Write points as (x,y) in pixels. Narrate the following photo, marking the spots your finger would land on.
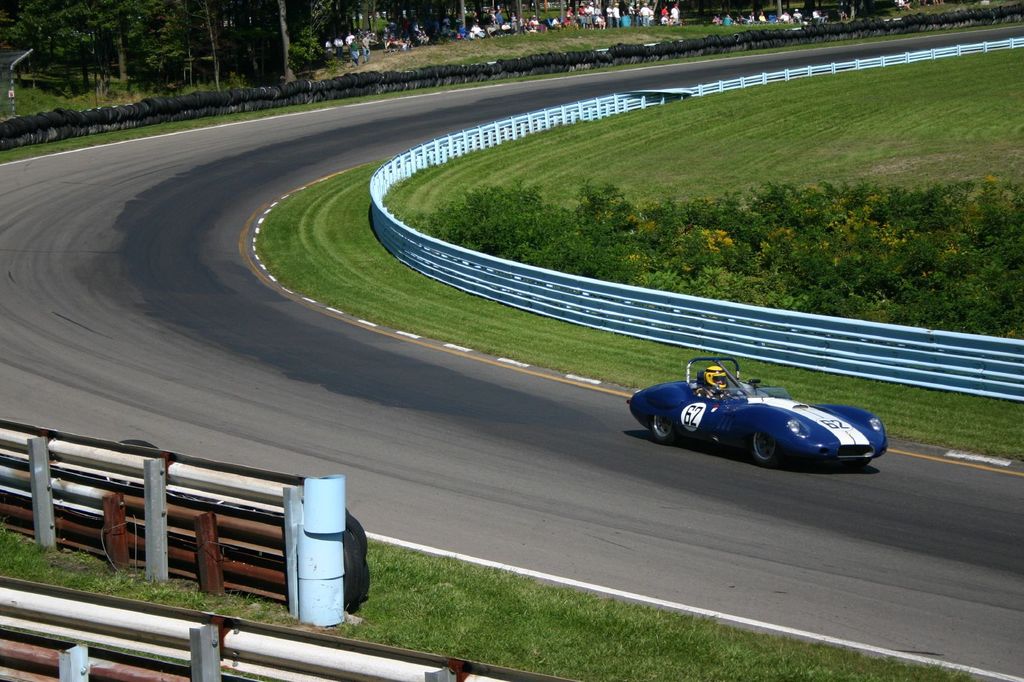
In the image there is a person (714,397) sitting inside a blue car (767,408) on the road (682,443) with fence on either side of it and grassland (732,158) behind it, over the background (665,18) there are many people (600,24) sitting and standing on the grassland (556,44).
